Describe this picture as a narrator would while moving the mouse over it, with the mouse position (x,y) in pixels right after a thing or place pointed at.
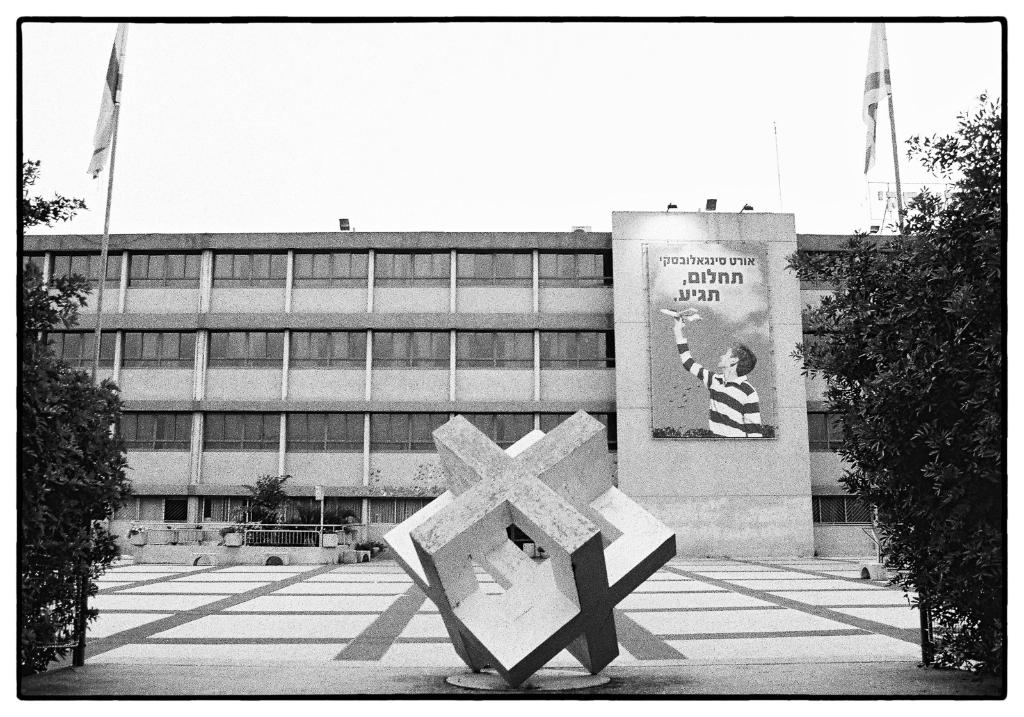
This image is a black and white image. This image is taken outdoors. At the bottom of the image (240,633) there is a floor (670,640) and there is an architecture (503,623). On the left (35,210) and right sides of the image there are a few plants (880,411) and two flags (95,165). At the top of the image (65,109) there is a sky (47,130). In the middle of the image (568,350) there is a building (326,484) with walls (355,466), windows (328,428), doors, pillars (536,357), a railing (284,529) and a board (689,322) with a text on it.
